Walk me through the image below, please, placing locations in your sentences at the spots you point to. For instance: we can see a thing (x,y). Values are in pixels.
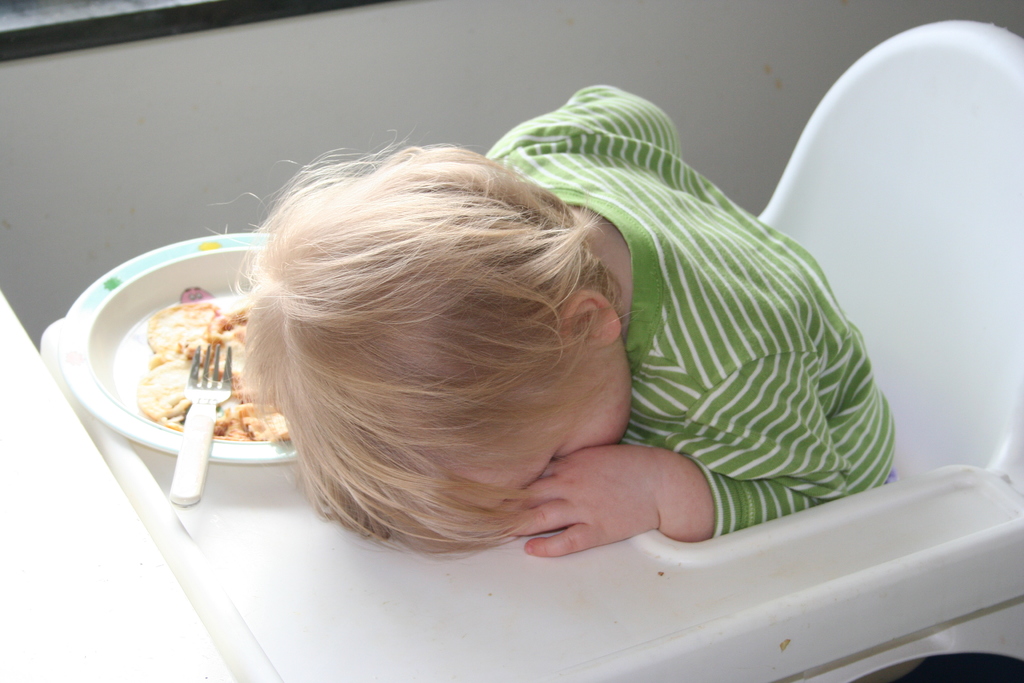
In this picture I can see there is an infant (779,435) sitting in the white chair (125,479) and there is a plate (86,331) with a fork (200,405) and food (235,364).
